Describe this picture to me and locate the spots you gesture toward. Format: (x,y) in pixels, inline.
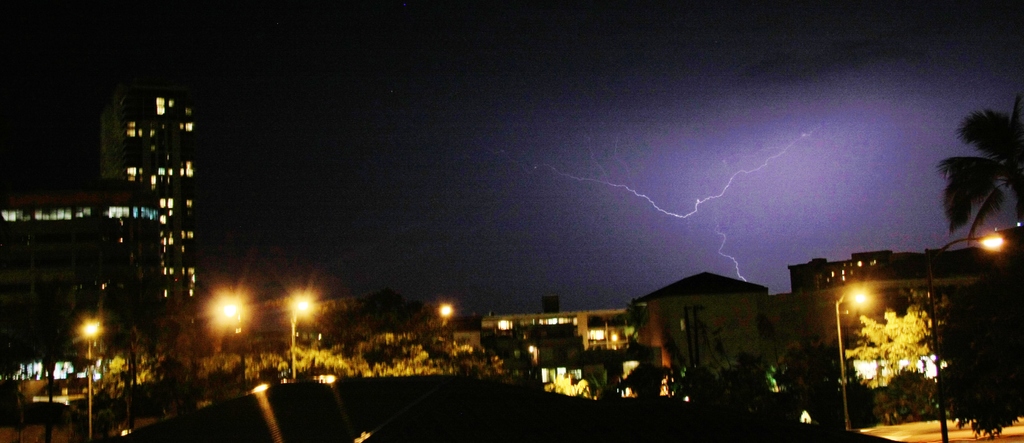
In this picture there are buildings (734,293), lamp poles (844,384), and trees (919,298) at the bottom side of the image (648,318) and there is a thundering (725,182) in the sky (607,135).
